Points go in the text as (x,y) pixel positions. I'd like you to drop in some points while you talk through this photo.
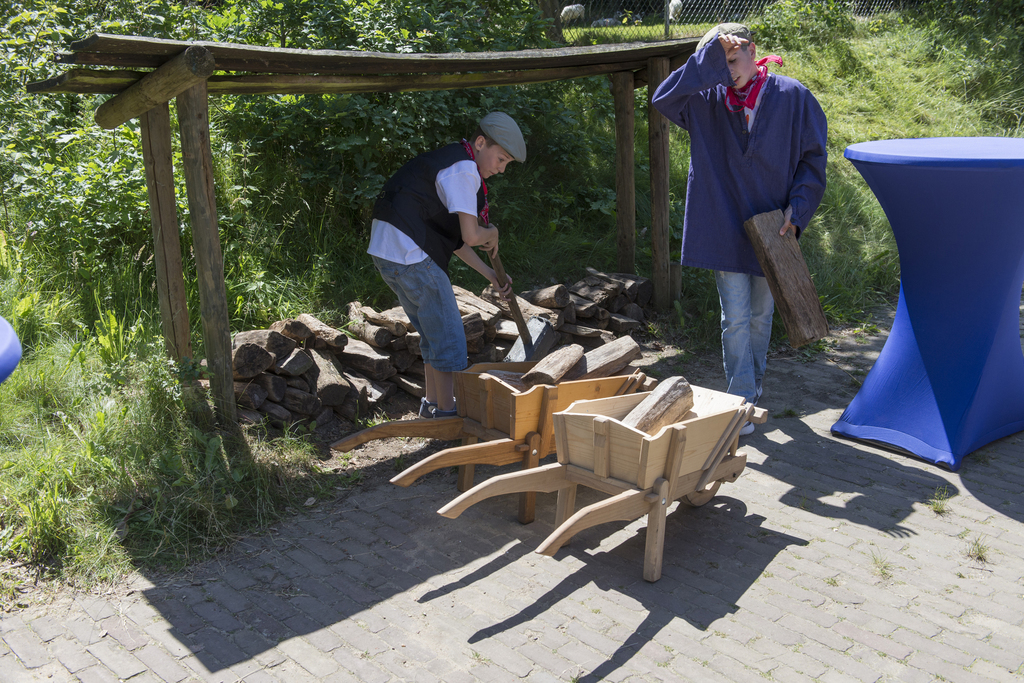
Boy (456,152) in white t-shirt (460,165) and black coat (411,209) is holding a long wooden stick (514,317) in his hand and beside him, we see two wooden trolleys (599,463). Beside that, we see a boy (699,141) in a blue coat (763,170) is holding a wooden stick (783,284) in his hand (790,207) and beside that, we see a blue color table (905,285) like and behind him, we see wooden shelter (238,93). There are many trees (537,30) and a fence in the background (388,164). We even see grass (973,58).
